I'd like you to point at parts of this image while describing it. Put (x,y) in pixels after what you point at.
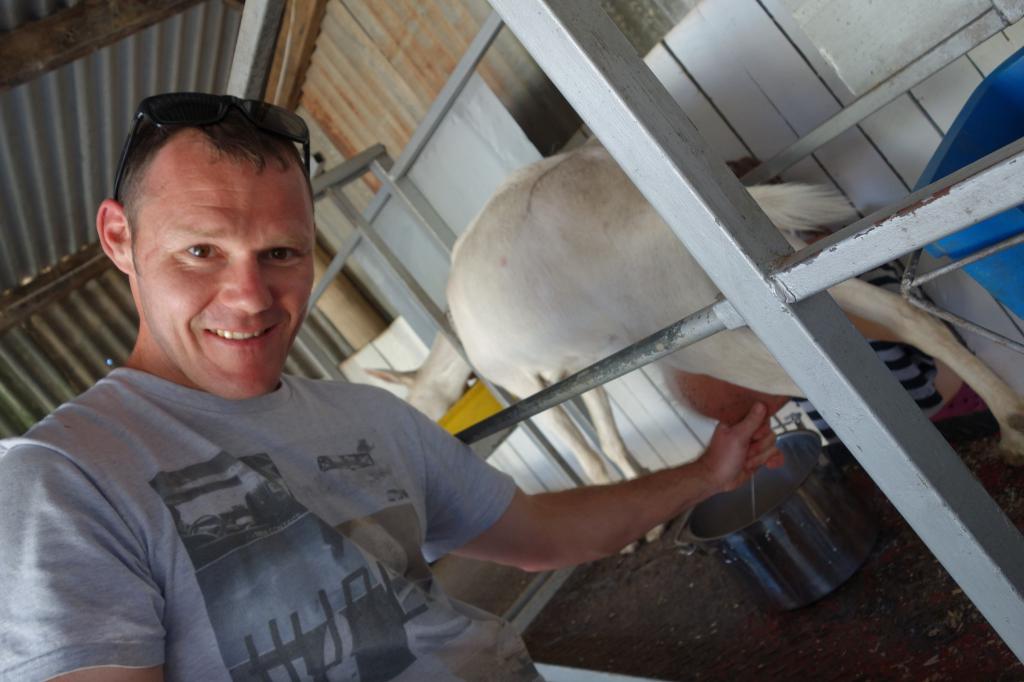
The picture is clicked in a stable (321,356). In the foreground of the picture (203,384) there is a person (334,494). In the center (506,231) there is an animal (491,265). At the top (128,41) it is iron shed (138,90).
